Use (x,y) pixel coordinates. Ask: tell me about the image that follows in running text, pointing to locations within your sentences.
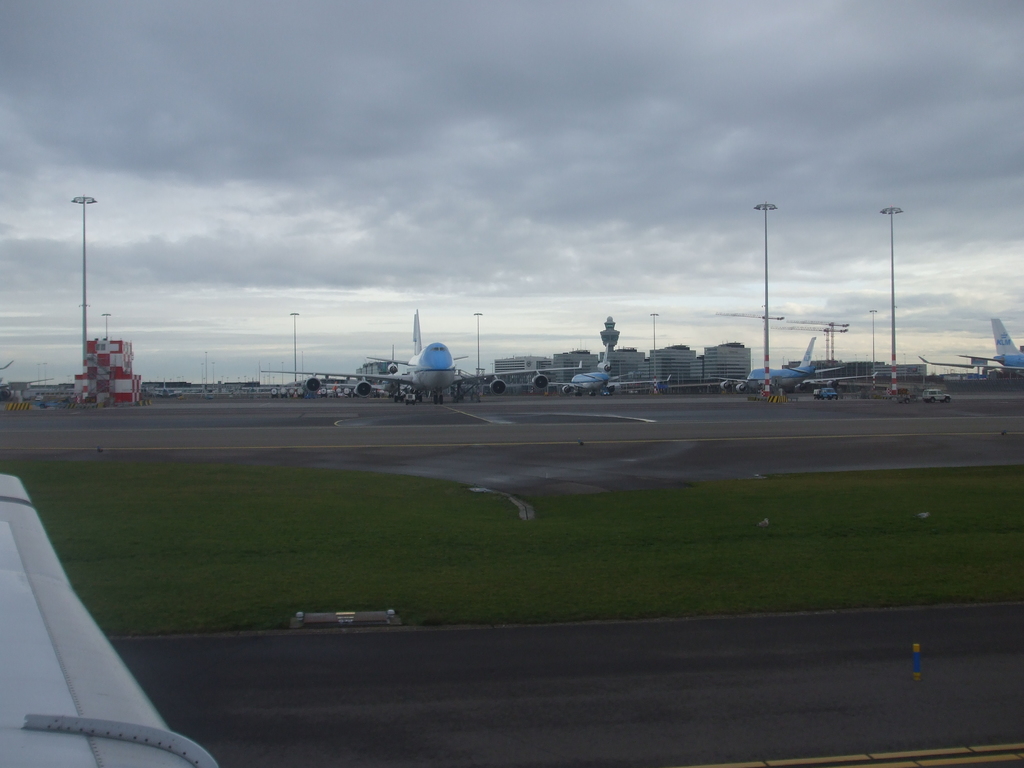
In this image there are so many planes (989,365) in the runway (913,410), behind that there are buildings (92,354) and electric poles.
